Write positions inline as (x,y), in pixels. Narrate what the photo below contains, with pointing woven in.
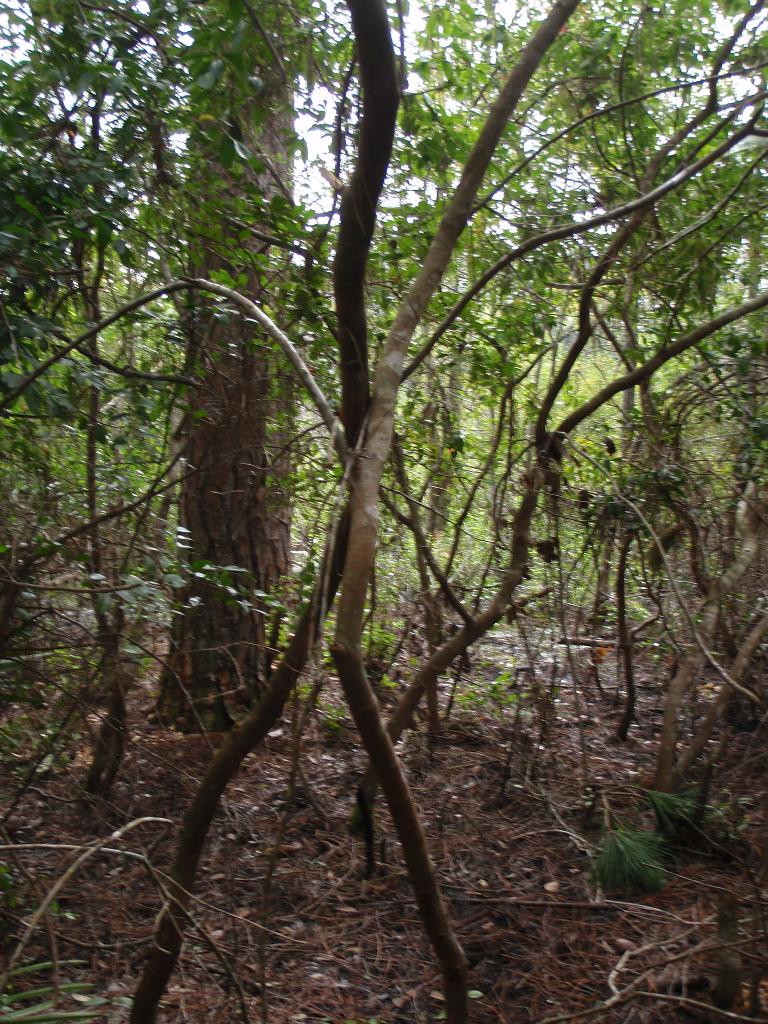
In this picture we can see many trees (366,489). In the bottom left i can see the grass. At the top (692,79) there is a sky (416,1).
